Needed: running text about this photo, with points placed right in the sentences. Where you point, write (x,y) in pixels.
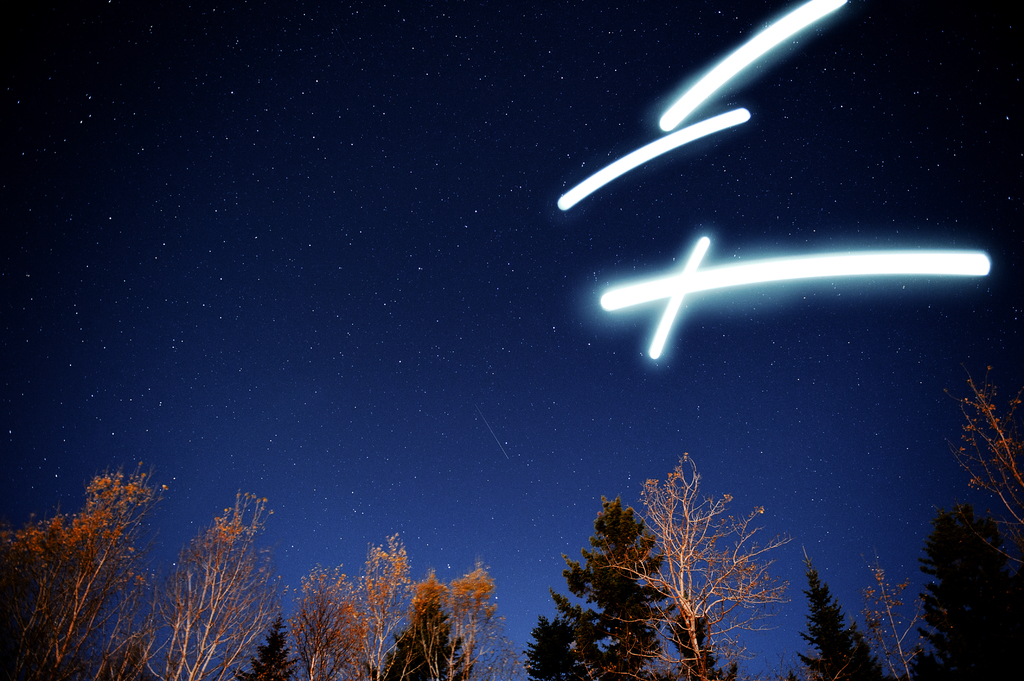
In this image we can see trees (743,513), sky (518,392), and light lines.
